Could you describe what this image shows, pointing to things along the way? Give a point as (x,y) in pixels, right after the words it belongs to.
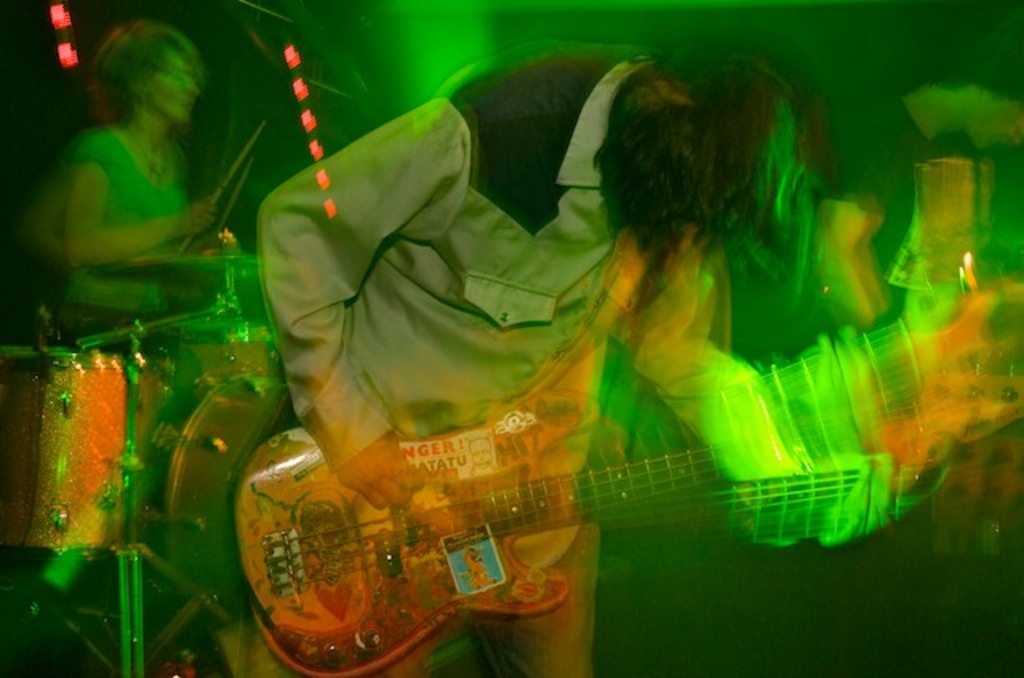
In this image I can see a person (374,412) holding musical instruments (1001,376). Background (83,263) I can see the other person (182,202) playing drums (204,351) and I can see few green color lights (512,54).
